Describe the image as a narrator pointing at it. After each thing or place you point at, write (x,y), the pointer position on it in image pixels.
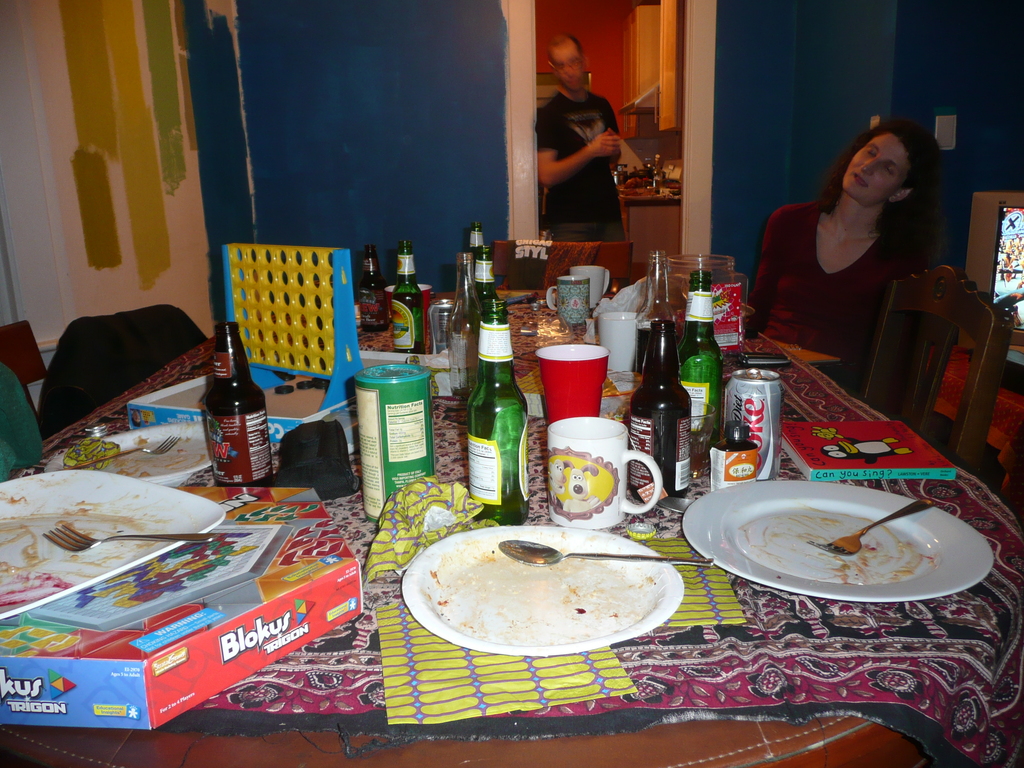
In this image I can see a dining table (736,365) with bottles (490,340), glasses (568,351), cups (617,475), tins (742,399), plates (147,504), spoons (677,562), cloth (382,710), napkins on the table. I can see chairs (905,292) and a woman (822,194) sitting in a chair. I can see the TV (971,218) on the right hand side (1010,301). In the center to the top of the image (680,120) I can see a door (691,133) accessing the kitchen (653,221). I can see a person (557,107) standing in the kitchen (632,95).
